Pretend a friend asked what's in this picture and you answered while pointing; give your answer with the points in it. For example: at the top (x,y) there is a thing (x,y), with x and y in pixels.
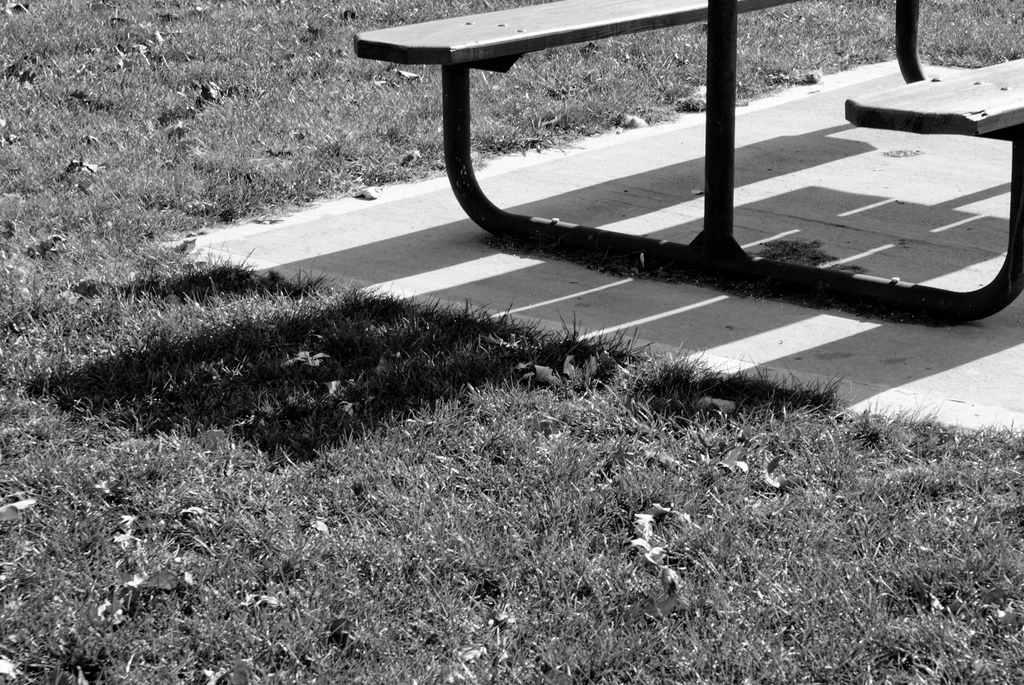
In this image I can see grass (397,329), a bench (731,84), shadow (369,259) and I can see this image is black and white in colour.
